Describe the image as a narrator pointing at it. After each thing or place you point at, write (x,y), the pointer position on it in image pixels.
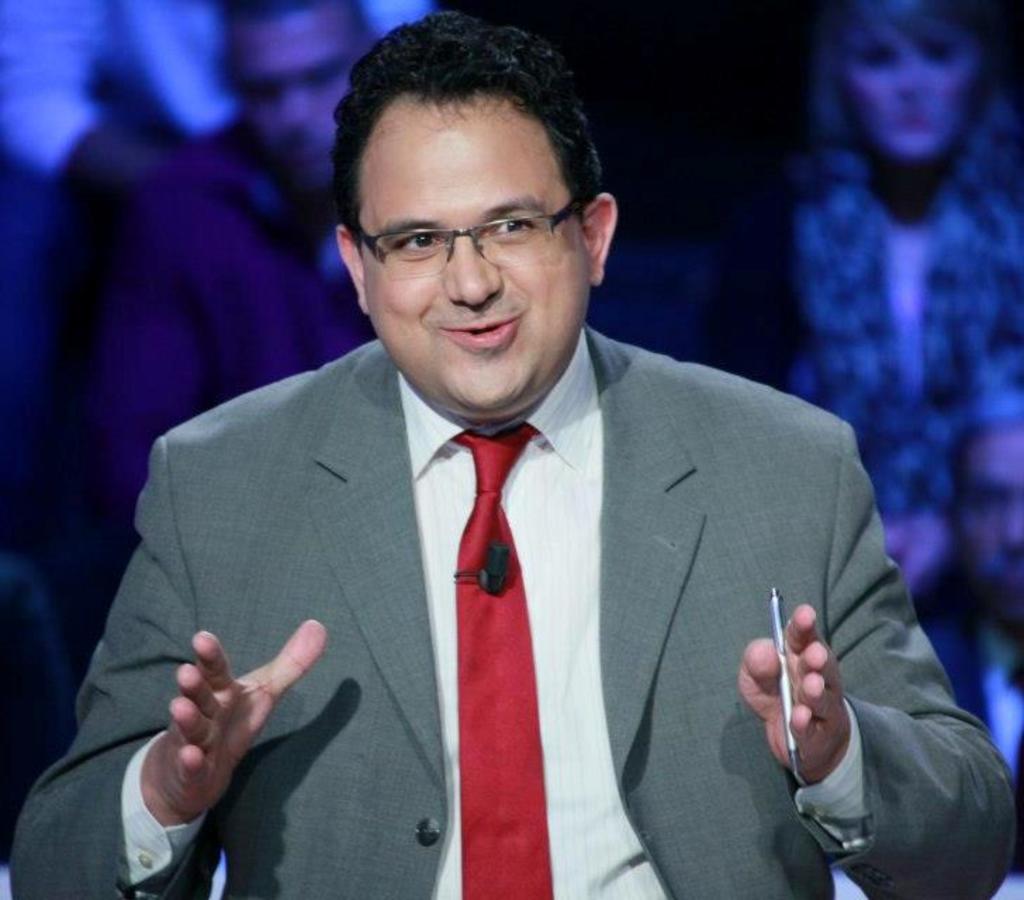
In this picture we can see a man (508,700) in the blazer (419,743) is explaining something and the man (754,702) is holding an object (772,589) and the object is looking like a pen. Behind the man (309,508) there are some blurred people (926,268).
